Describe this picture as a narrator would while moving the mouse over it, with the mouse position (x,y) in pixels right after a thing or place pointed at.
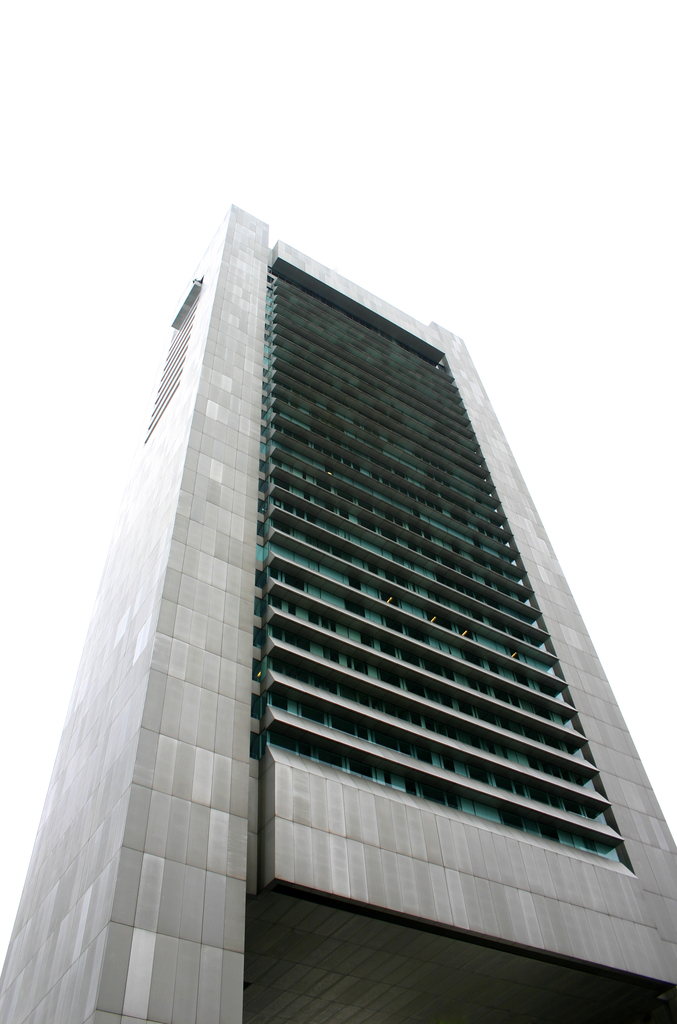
In this image we can see a building (281,461) and sky (26,220).
